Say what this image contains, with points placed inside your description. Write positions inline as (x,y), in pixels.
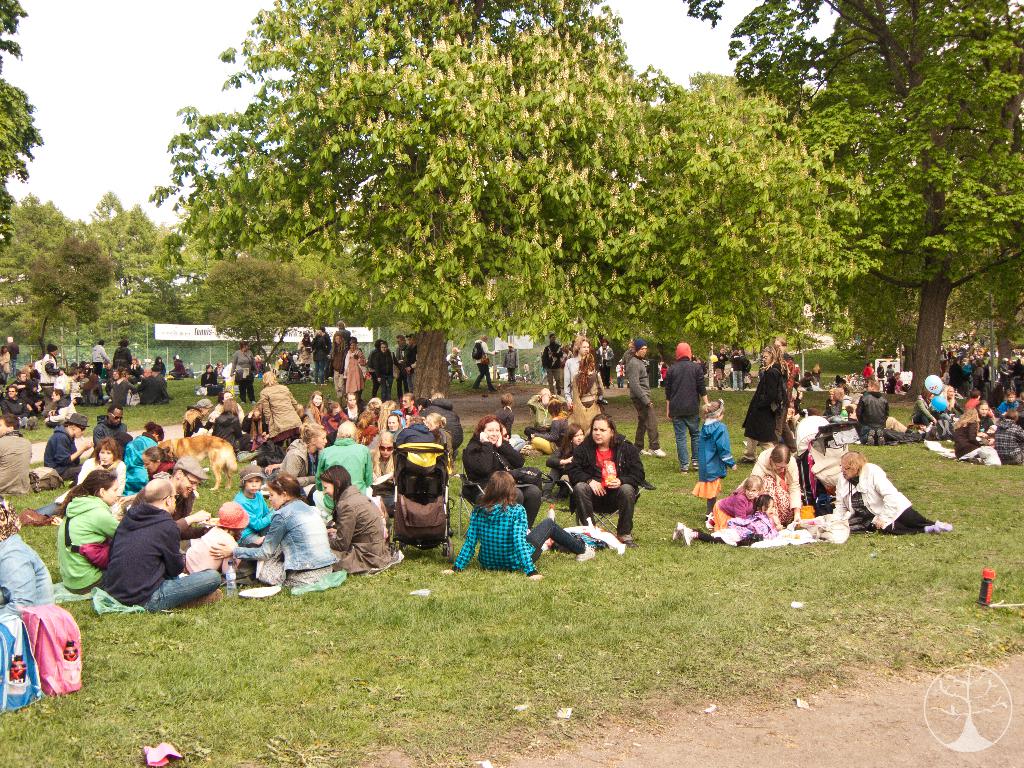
In this image there are some persons (313,472) are sitting as we can see in middle of this image (361,469) and there are some persons (378,395) are standing as well, and there are some trees (521,228) in the background (398,282) and there is a sky (110,119) at top of this image (129,106) and there is some grass (390,692) at bottom of this image (554,600).
